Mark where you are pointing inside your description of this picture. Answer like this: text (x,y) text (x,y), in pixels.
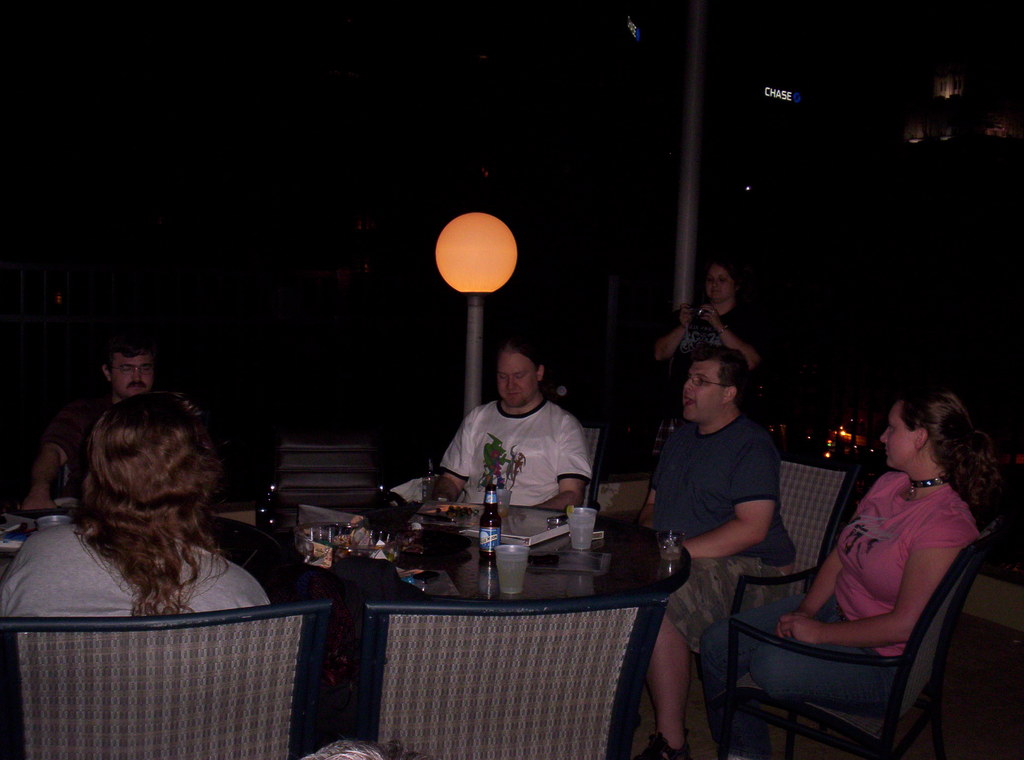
There are some people (565,440) sitting in the chair (395,627) around a table (478,579) on which a bottle (490,530), glasses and some food items (380,536) were placed. There is a lamp (476,259). In the background (701,307) there is a woman (718,303) clicking picture of these guys (778,553) and there is a pole (689,176) here.
